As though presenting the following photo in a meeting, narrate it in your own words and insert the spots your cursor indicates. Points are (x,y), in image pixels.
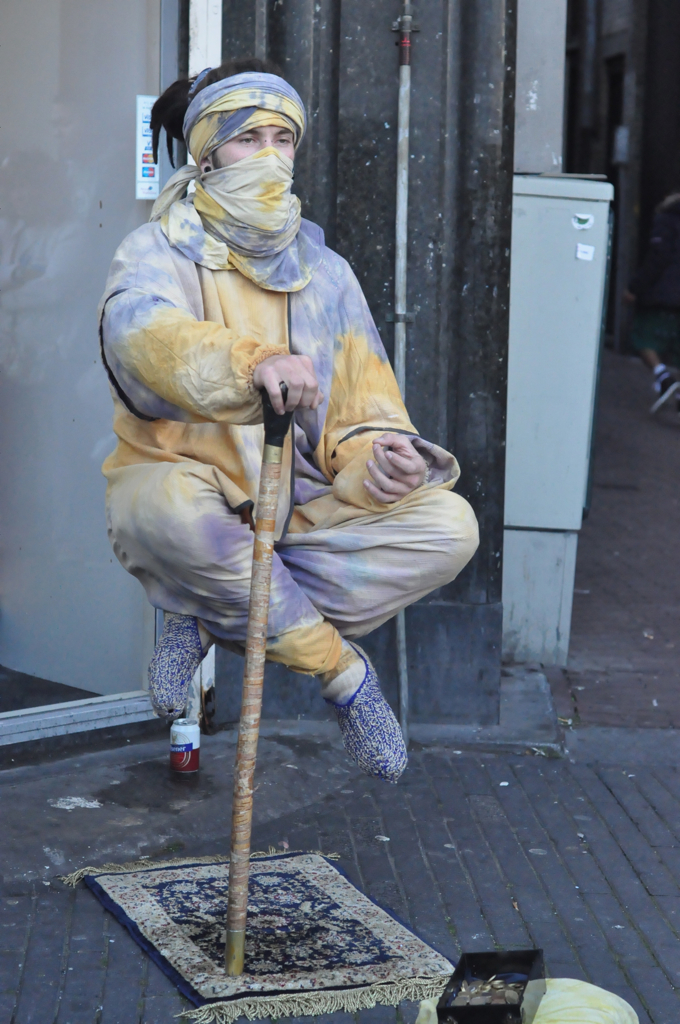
In this picture we can see a person (191,479) in the air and the person (256,462) is holding a stick (261,497). Under the person (237,402) there is a cloth (261,933) and some coins (485,983) in the black box (479,965). Behind the person (184,553) there is a tin (184,736), transparent glass (136,183) and a pipe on the wall (371,72). On the right side of the wall (447,143), it looks like a person (654,325) is walking on the walkway (647,414).
